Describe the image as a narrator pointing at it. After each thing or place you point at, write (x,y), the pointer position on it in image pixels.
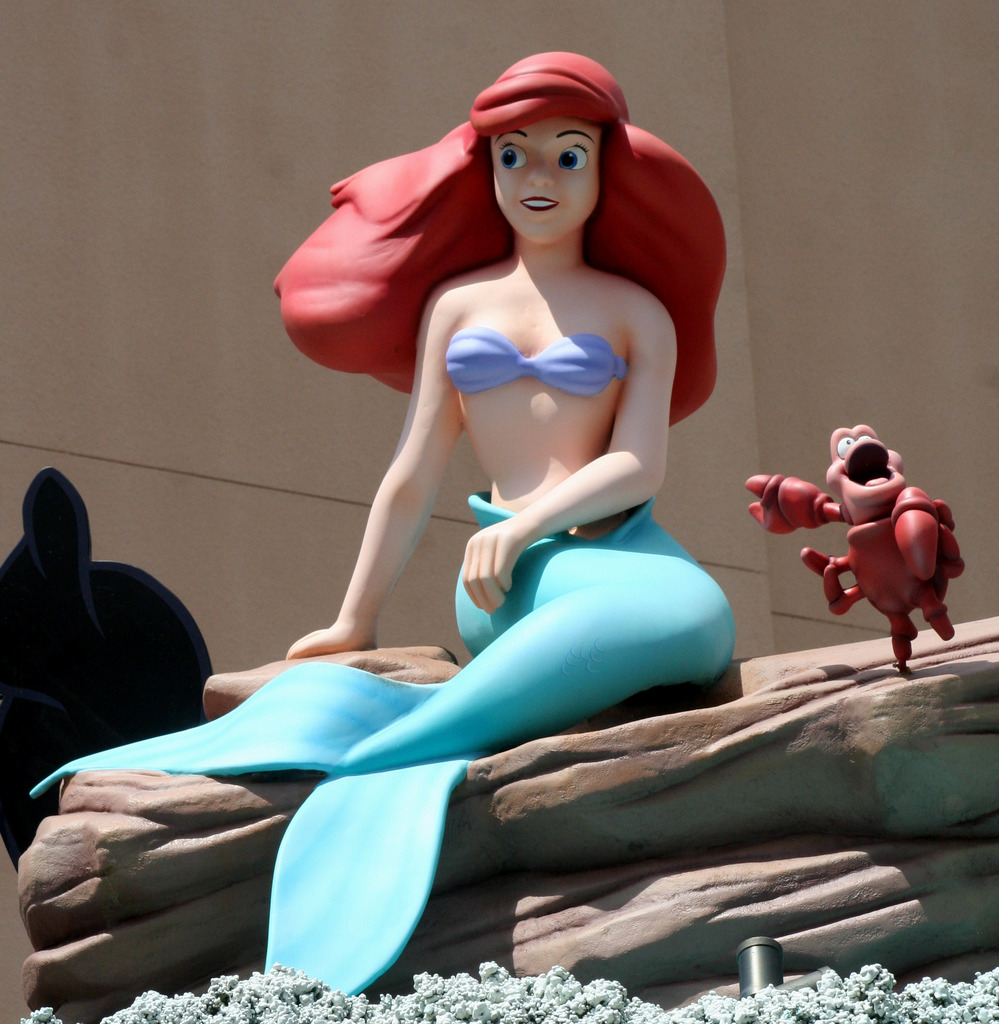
In this image we can see some toys (477,591) containing a woman (600,623) and a crab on the rock (557,774). On the backside (192,505) we can see an object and a wall (192,505).
